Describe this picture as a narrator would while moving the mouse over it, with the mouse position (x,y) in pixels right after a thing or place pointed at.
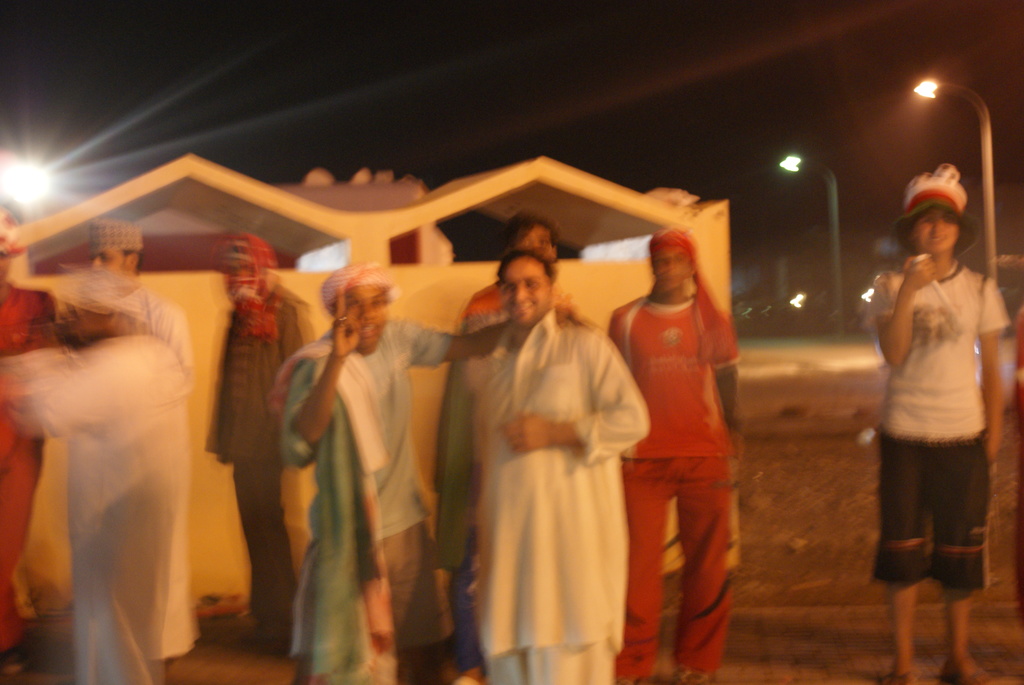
There are persons (60,322) in different color dresses (976,574) standing on the ground (924,620). In the background (496,207), there is a shelter (561,227) and there are lights (785,162) attached to the poles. And the background (844,40) is dark in color.
